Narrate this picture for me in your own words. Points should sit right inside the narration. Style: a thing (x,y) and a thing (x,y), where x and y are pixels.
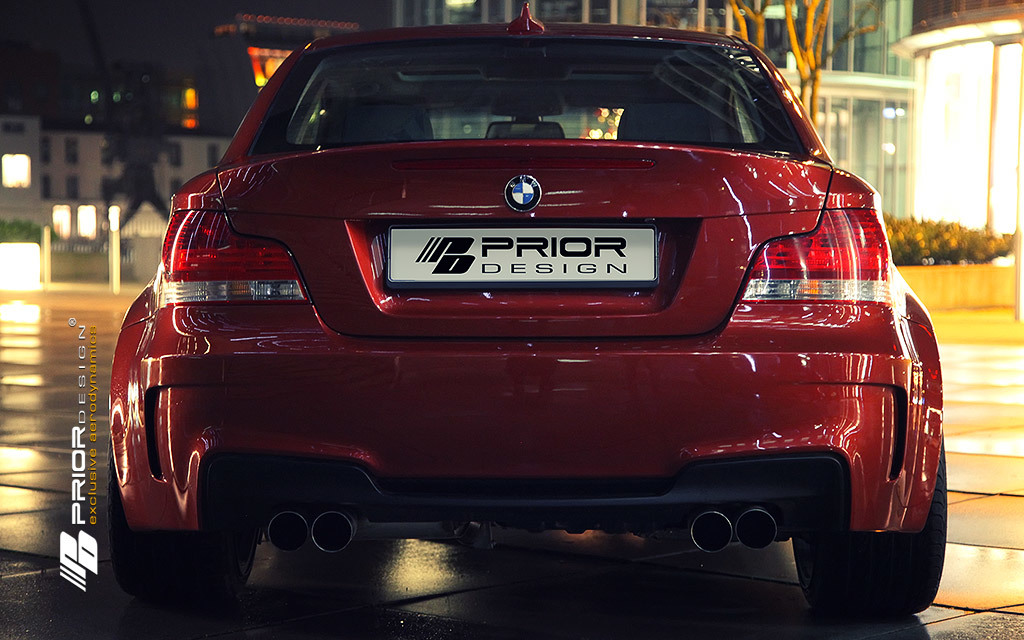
In this image I can see a red color car (503,360). Back I can see buildings (90,186), trees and windows (537,13).
